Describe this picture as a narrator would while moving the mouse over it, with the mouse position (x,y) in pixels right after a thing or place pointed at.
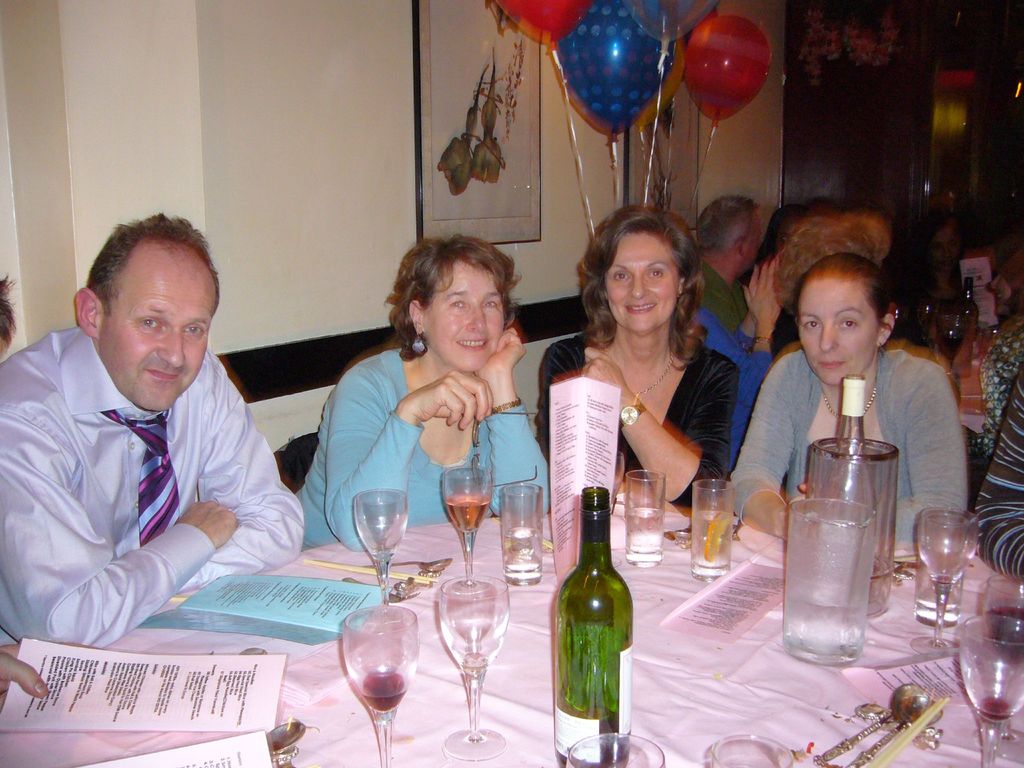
In this image, a group of people (210,267) sitting on the chair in front of the table (672,553) on which glass (648,516), beverage bottle (561,591), menu cards (249,681) etc. kept. Background wall (294,211) is white in color. In the middle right balloons (561,15) are there and a wall painting (505,235) is there on the wall (380,55). This image is taken inside the restaurant (529,565).
